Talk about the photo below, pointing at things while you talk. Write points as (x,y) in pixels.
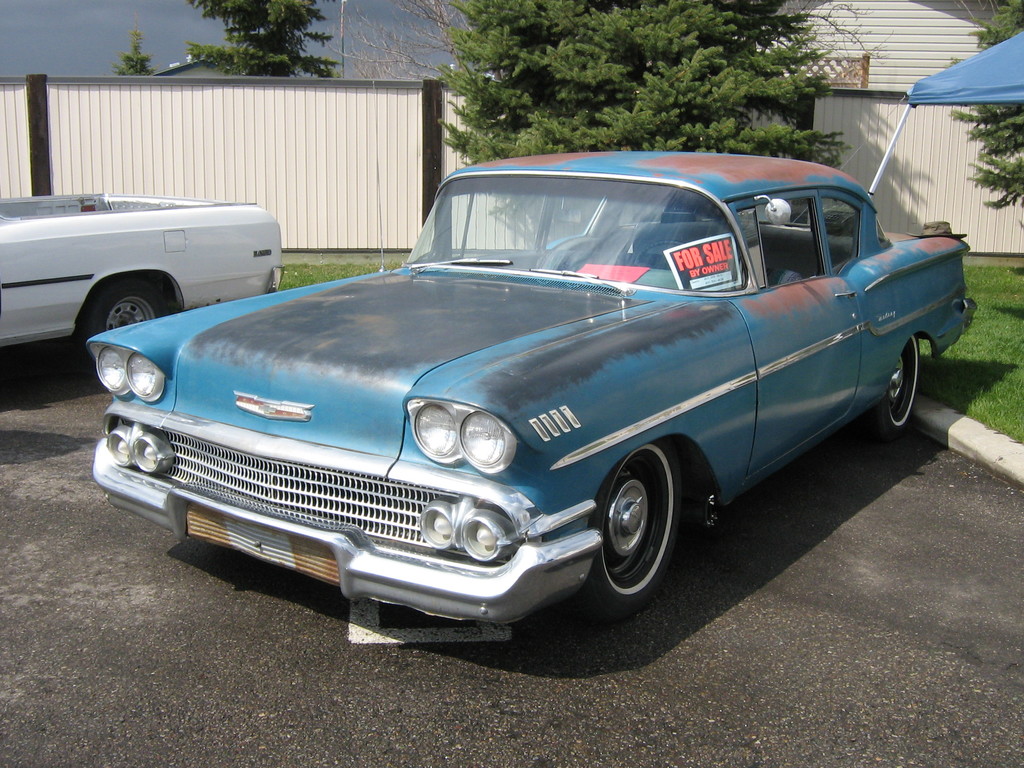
In this picture we can see vehicle (347,583) on the road (357,601), grass (1012,410), tent (968,87), wall (986,252), house (824,42), trees (530,6) and roof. In the background of the image (1,56) we can see the sky (44,54).
